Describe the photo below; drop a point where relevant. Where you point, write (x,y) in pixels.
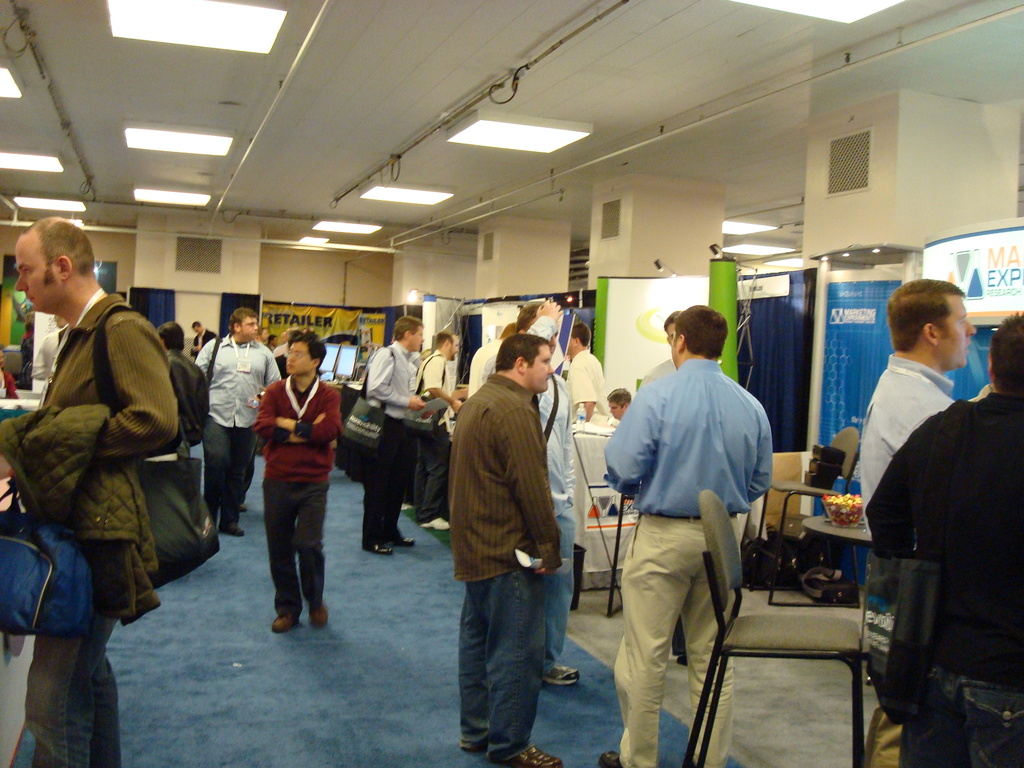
In the middle of the image (389,350) few people (77,314) are standing and holding some bags (109,355). Behind them there are some chairs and tables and banners (344,325). At the top of the image (94,20) there is ceiling (681,9) and lights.
